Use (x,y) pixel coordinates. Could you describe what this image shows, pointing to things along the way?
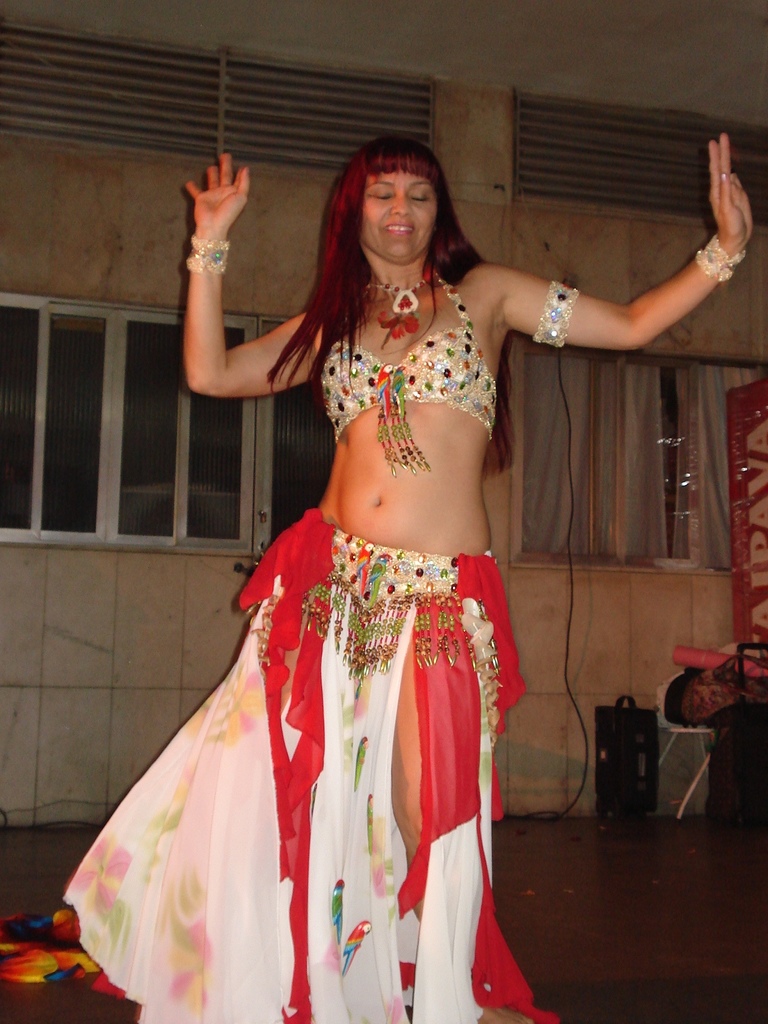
In the image there is a woman (395,528) in gown (421,642) doing belly dance and behind her there are windows (246,472) on the wall (614,625).
